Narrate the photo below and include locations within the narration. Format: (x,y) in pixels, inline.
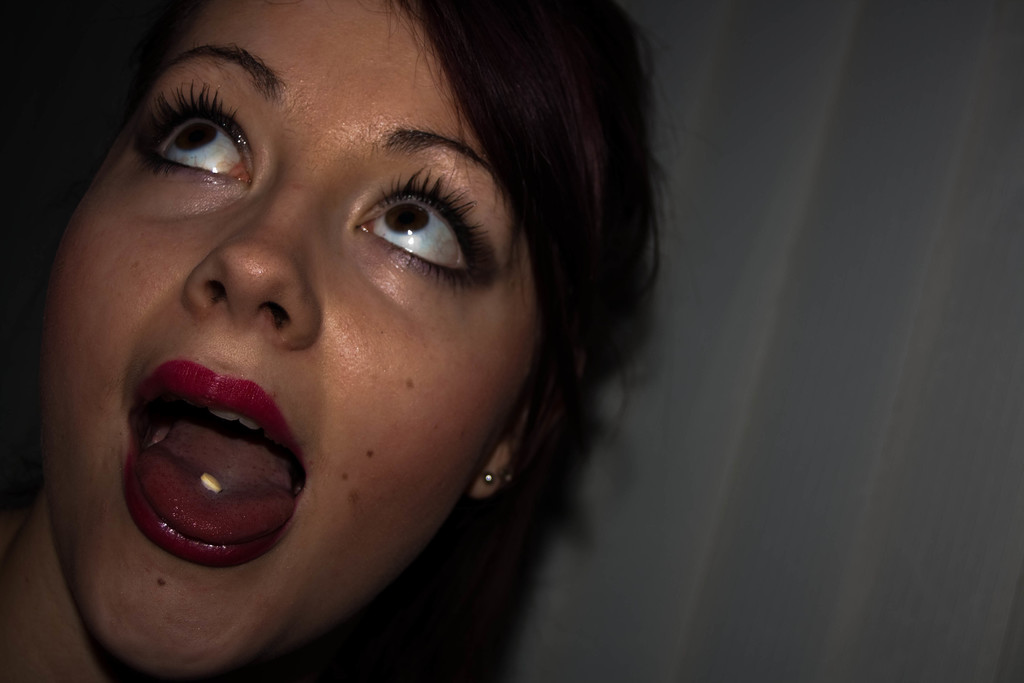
In this image we can see a woman (447,378), in her mouth (161,519) we can see a tablet (204,483) and also we can see the wall (717,447).
